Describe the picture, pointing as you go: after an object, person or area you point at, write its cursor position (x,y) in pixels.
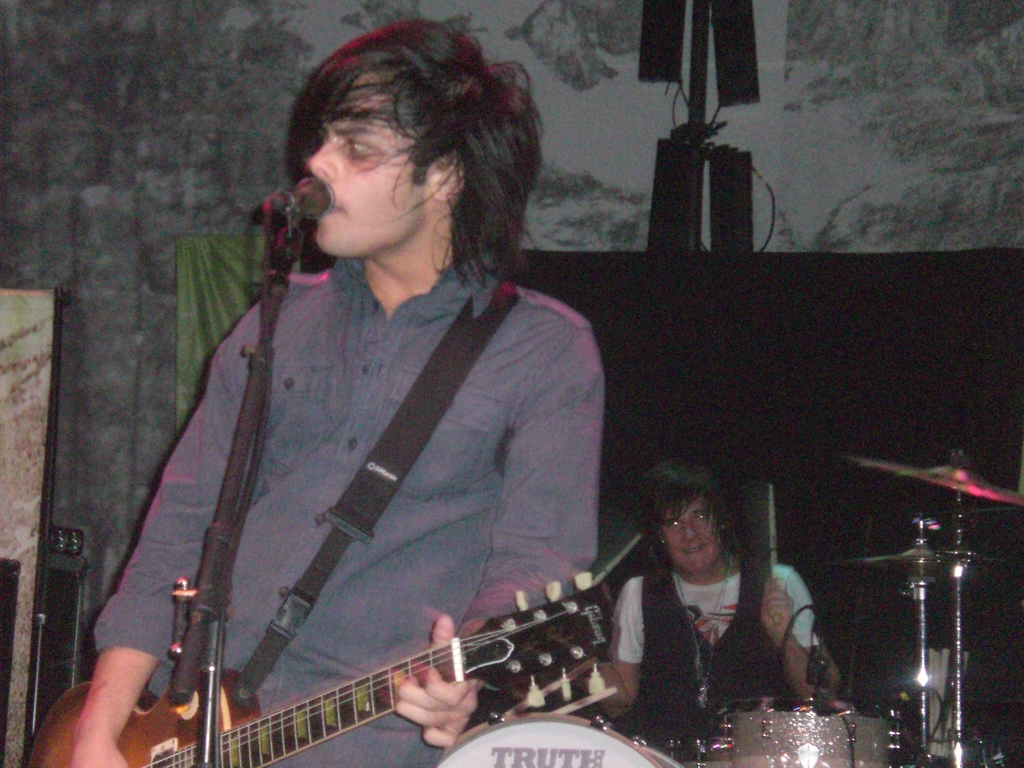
In this picture there is a man (338,492) who is playing a guitar (303,718) and singing on a mic (297,211). On the bottom (684,621) there is a woman (681,558) who is smiling. We can see there is a musical instrument (793,729). On the background (645,127) we can see a cloth (285,19).
